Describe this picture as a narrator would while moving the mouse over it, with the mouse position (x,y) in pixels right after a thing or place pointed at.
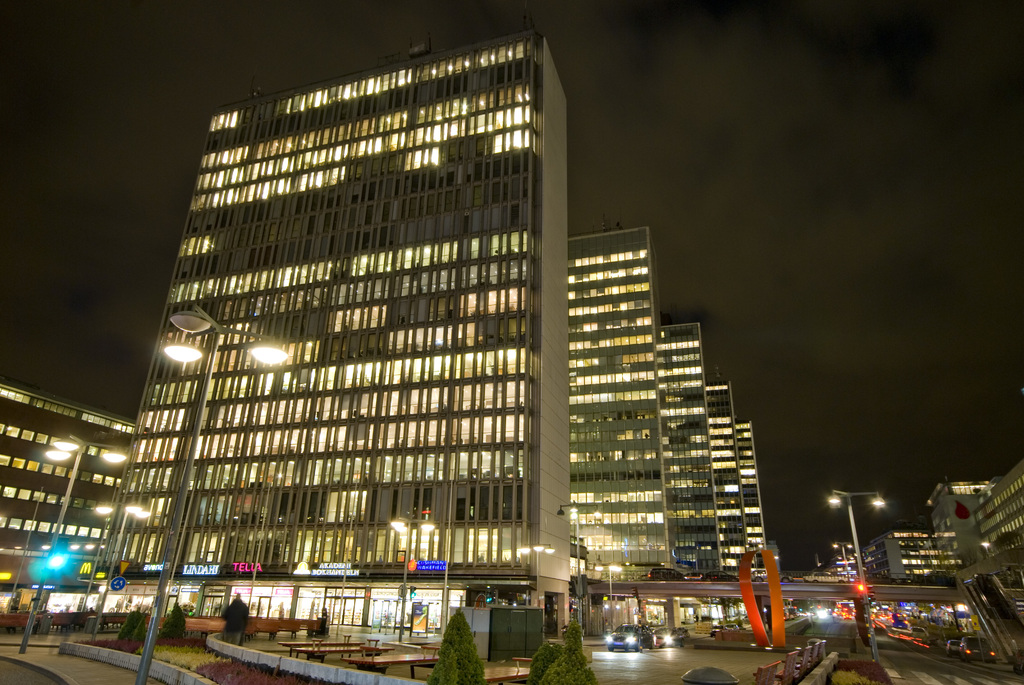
In this image I can see number of buildings (516,503) and in the front of it I can see number of poles (27,649), street lights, few vehicles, few tables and few trees (448,665). On the left side of this image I can see number of boards (433,570) on the building (200,554) and I can see something is written on these boards (207,566).
